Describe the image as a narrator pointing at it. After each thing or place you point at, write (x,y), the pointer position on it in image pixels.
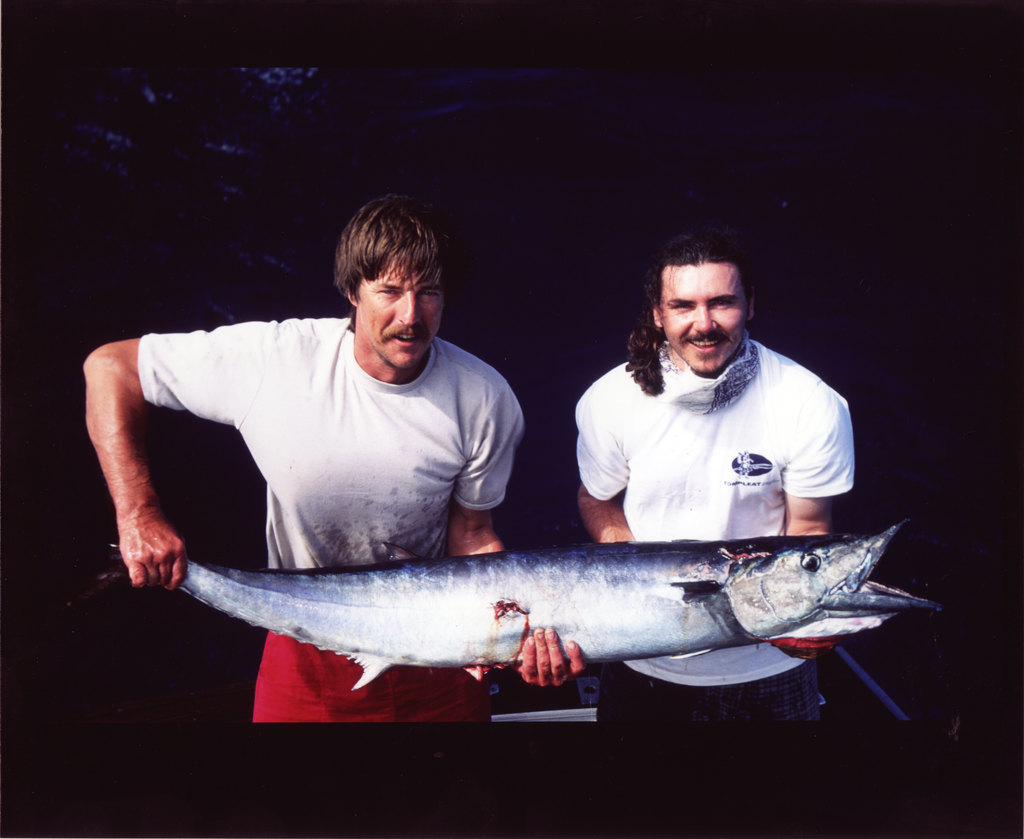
Two people (300,541) are holding fish (466,597). In the background (738,196) it is dark.
